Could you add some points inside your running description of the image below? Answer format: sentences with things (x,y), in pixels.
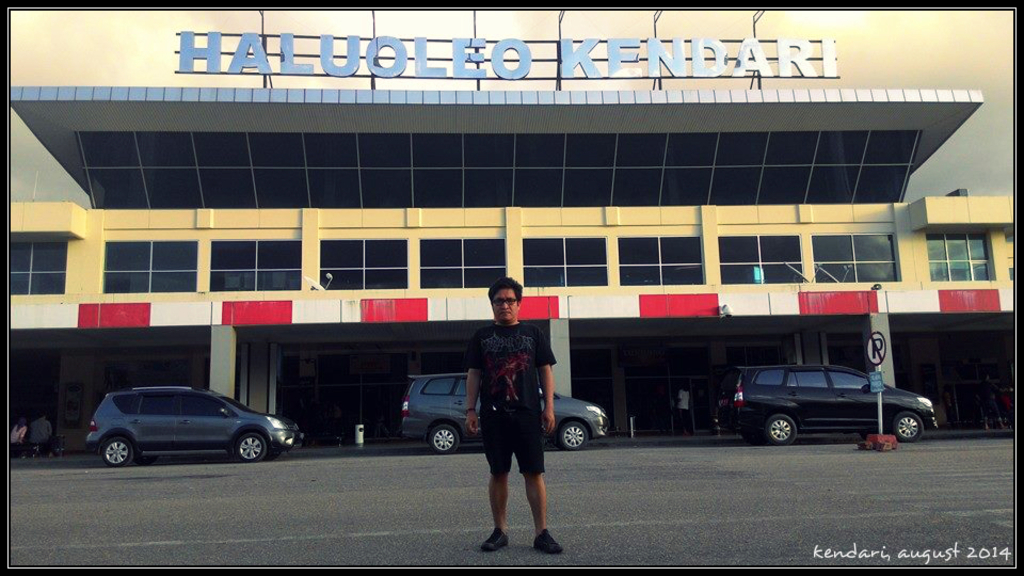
In this image I can see the building (418,217), pillars (887,363), signboard (877,338), pole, few vehicles (872,403) and few people (548,390).
